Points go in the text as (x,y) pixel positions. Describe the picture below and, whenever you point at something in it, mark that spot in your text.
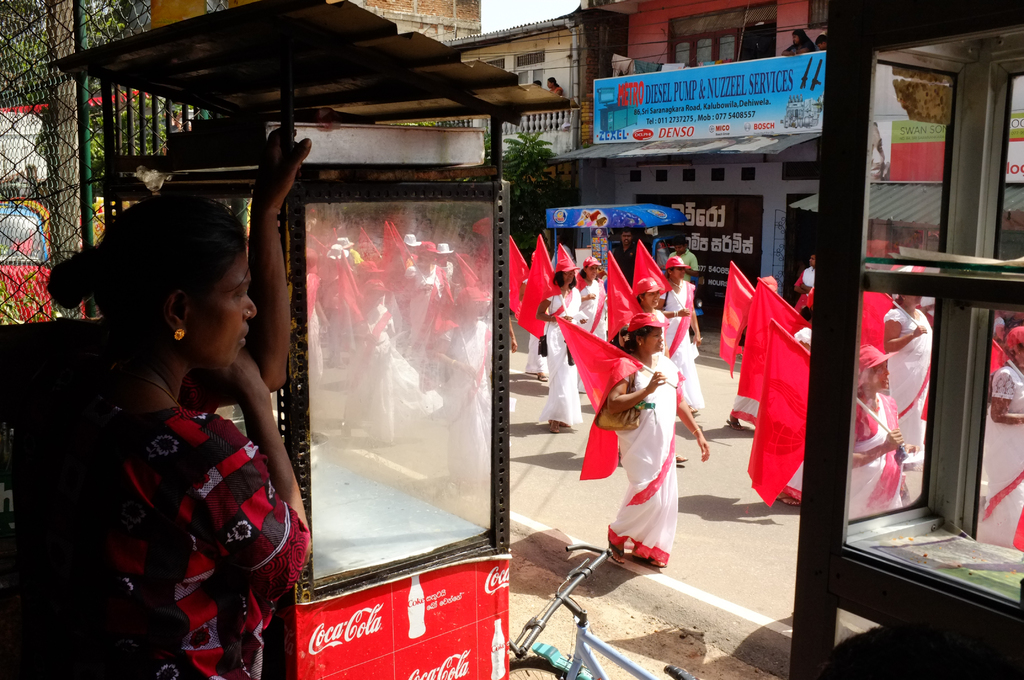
In the center of the image (653,424) we can see group of women (654,418) walking with flags (766,421) on the road (735,449). On the left side of the image (264,417) there is a woman (238,464) and refrigerator (330,358). At the bottom of the image (546,617) there is a cycle (594,639). In the background (506,27) there are buildings (529,78), people (811,49) and sky (496,17).
